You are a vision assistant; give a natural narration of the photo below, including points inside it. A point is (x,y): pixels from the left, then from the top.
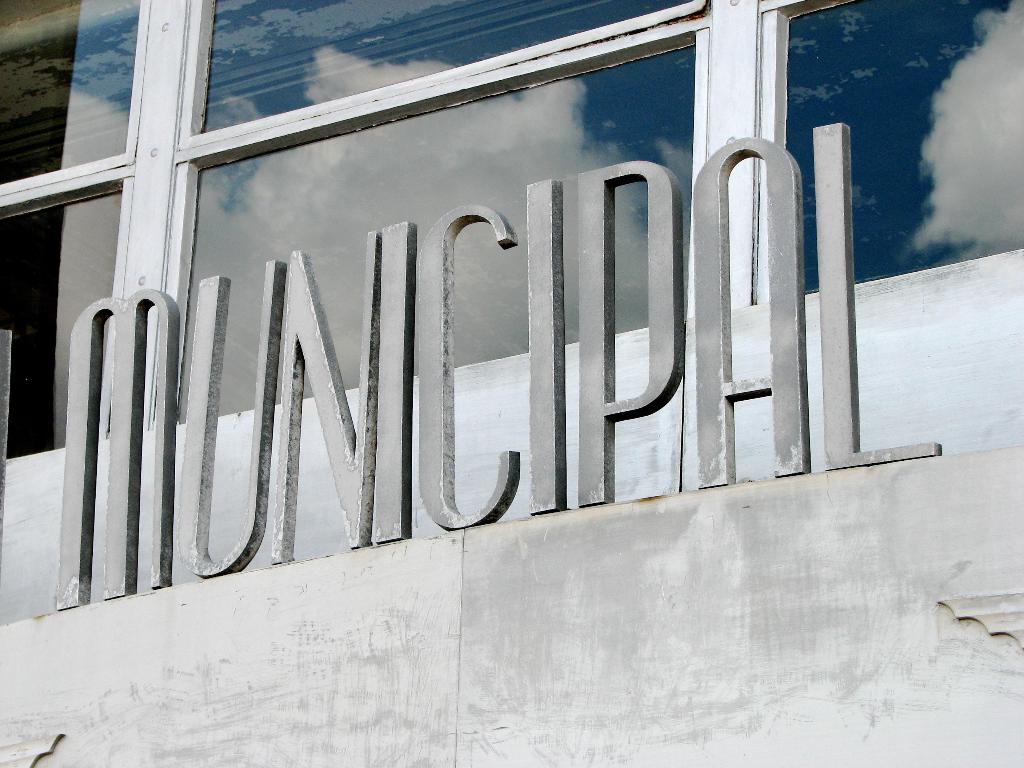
There is municipal (443,415) placed on an object (475,556) and there is a glass window (445,119) behind it.
